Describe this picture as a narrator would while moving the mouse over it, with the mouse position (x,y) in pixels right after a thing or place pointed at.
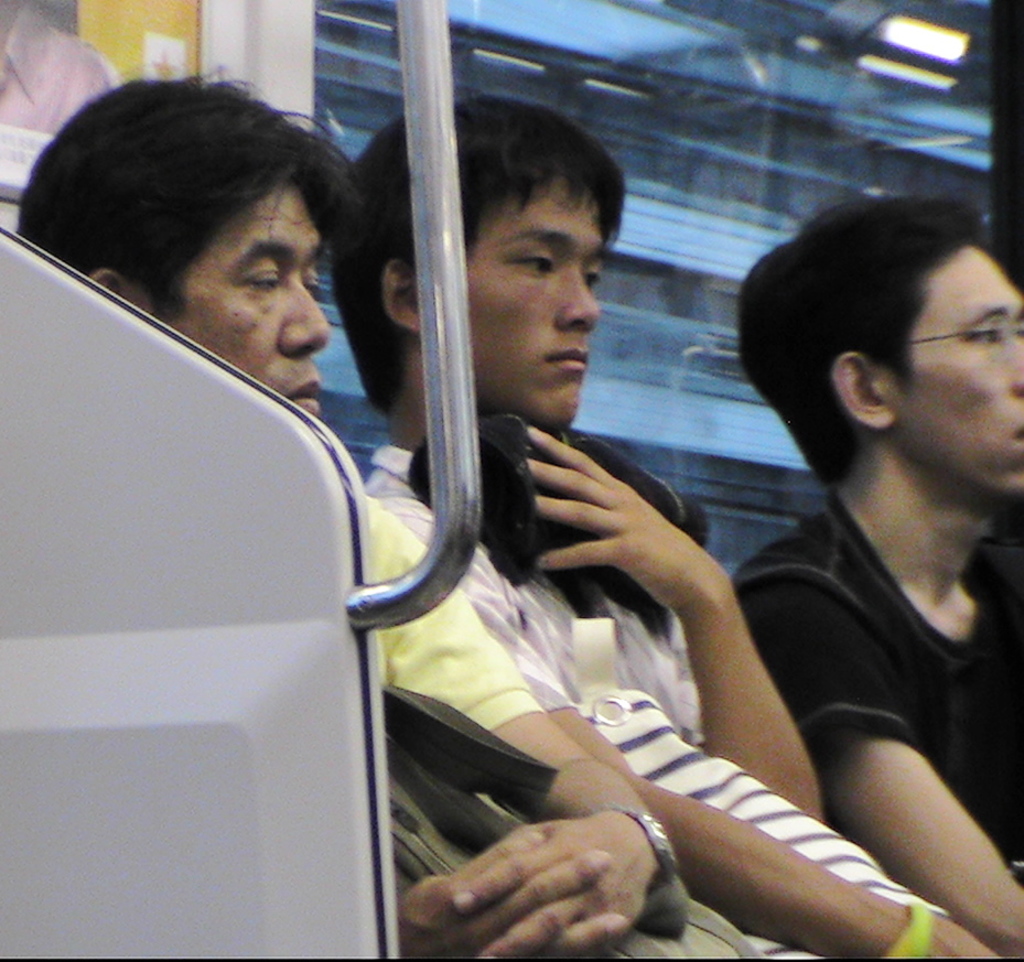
In this image we can see three men (838,401) sitting. In that a man (679,538) is holding an object (624,584). We can also see a metal pole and a glass window (670,287).
